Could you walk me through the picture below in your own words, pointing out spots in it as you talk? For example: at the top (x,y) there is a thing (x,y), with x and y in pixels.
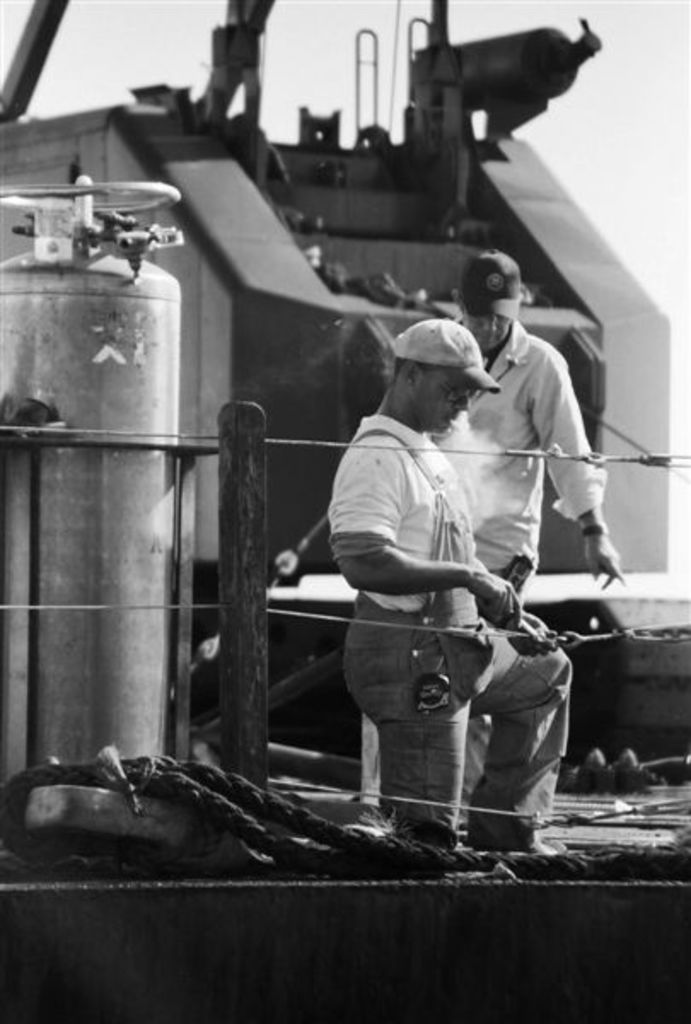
This is a black and white image. 2 people (417,736) are present wearing caps (465,291). There is a cylinder (96,353) at the left (142,655).
